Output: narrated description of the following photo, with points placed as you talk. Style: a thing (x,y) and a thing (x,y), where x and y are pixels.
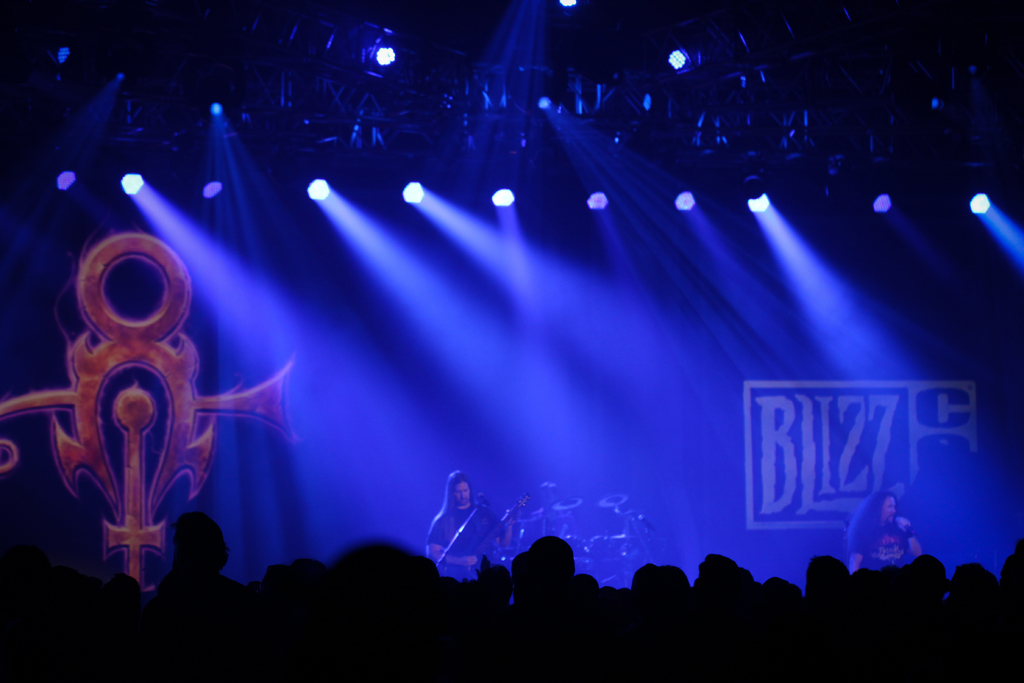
In this image we can see two persons (431,543), microphones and other objects (586,502). In the background of the image (464,409) there is a banner (119,389). At the top of the image (592,91) there are lights (810,269) and other objects (386,81). At the bottom of the image (641,626) it looks like some persons (1019,566).
